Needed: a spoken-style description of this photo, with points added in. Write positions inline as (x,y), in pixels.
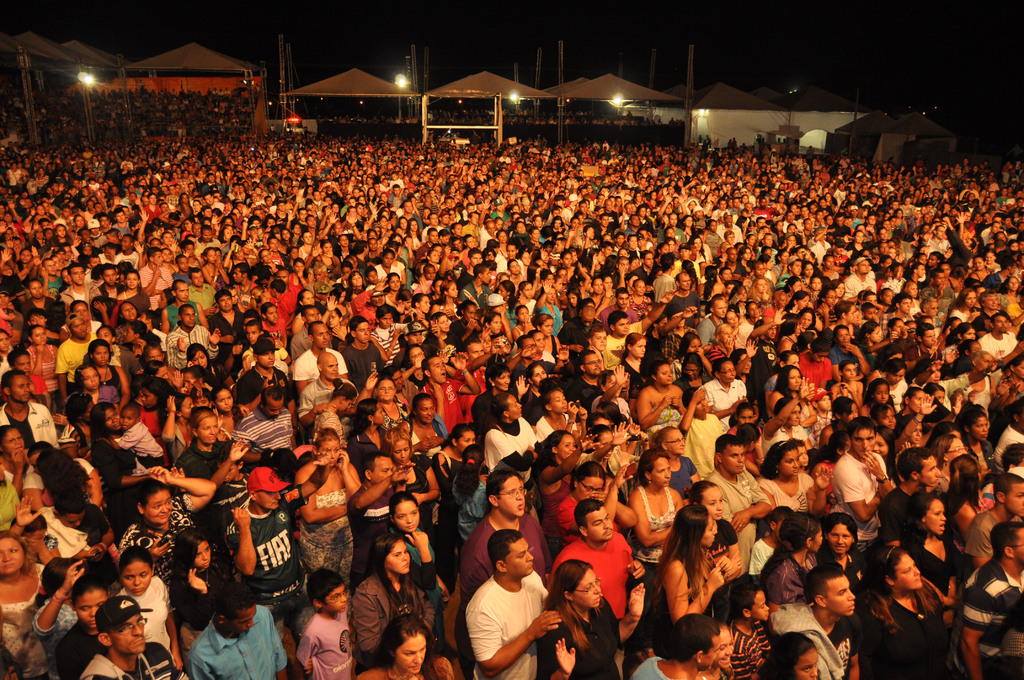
In this image people (433,454) are standing on the surface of the floor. At the background (721,127) there are buildings (56,64) and lights (89,79).
